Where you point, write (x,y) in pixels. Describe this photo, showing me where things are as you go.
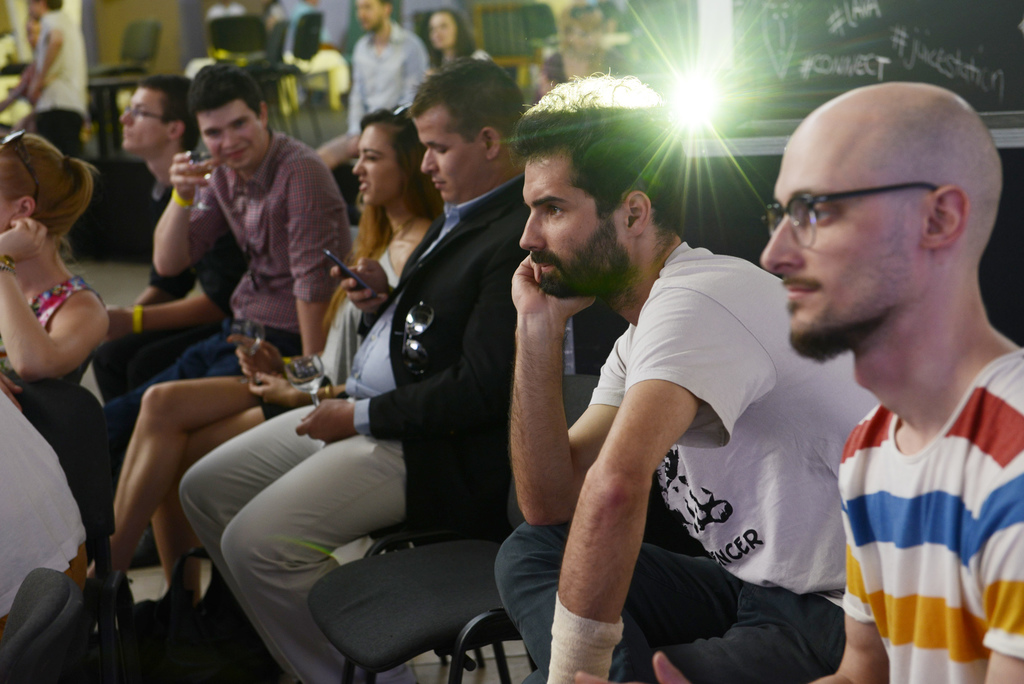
In this image there are a group of people (494,452) who are sitting on chairs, and in the background (401,39) there are some chairs (311,38) and some people (69,75) are standing. On the right side (705,118) there are some boards (762,95) and lights (705,97).
